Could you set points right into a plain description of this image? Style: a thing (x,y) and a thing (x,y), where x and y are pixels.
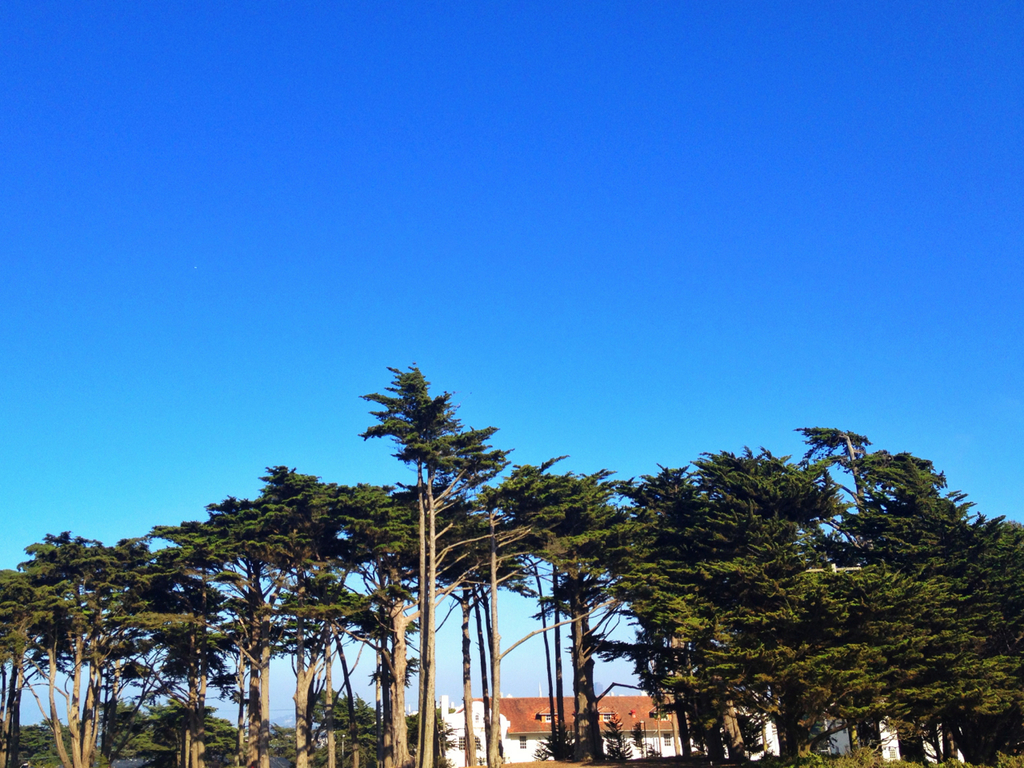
There are plenty of tall trees (828,541) and behind the trees (718,668) there is a big house (541,704), in the background (654,398) there is a sky (671,309).
